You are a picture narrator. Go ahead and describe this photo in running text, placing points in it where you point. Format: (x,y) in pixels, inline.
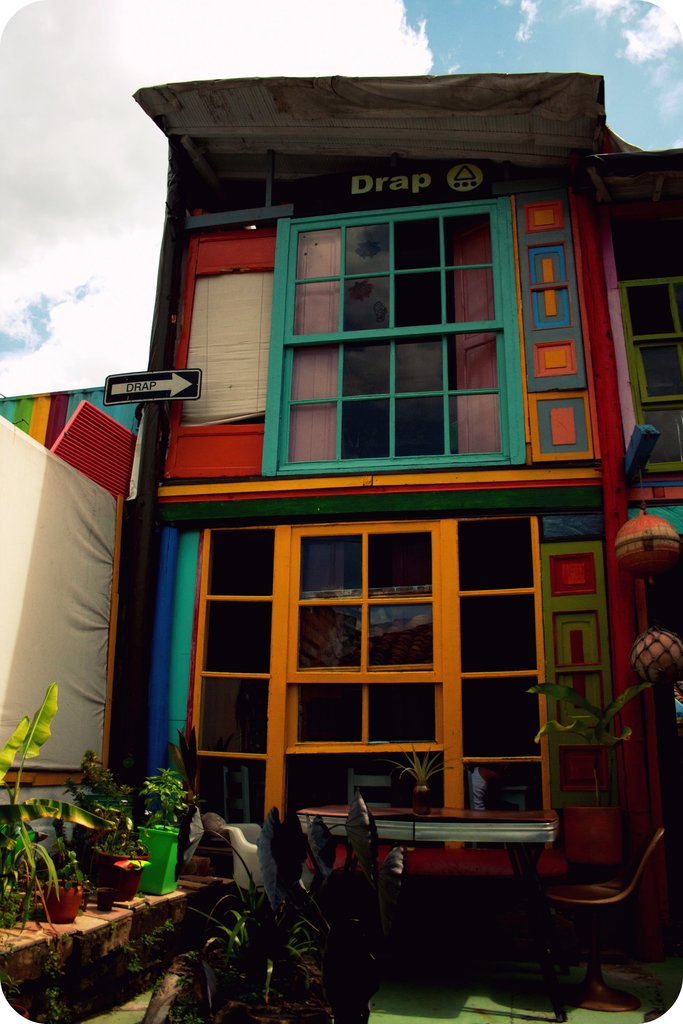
In the foreground of this picture (159,826), there are potted plants (188,850) on the ground (521,986). In the background (254,53), there are glass windows (309,546), sign boards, sky (80,343) and the ground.
